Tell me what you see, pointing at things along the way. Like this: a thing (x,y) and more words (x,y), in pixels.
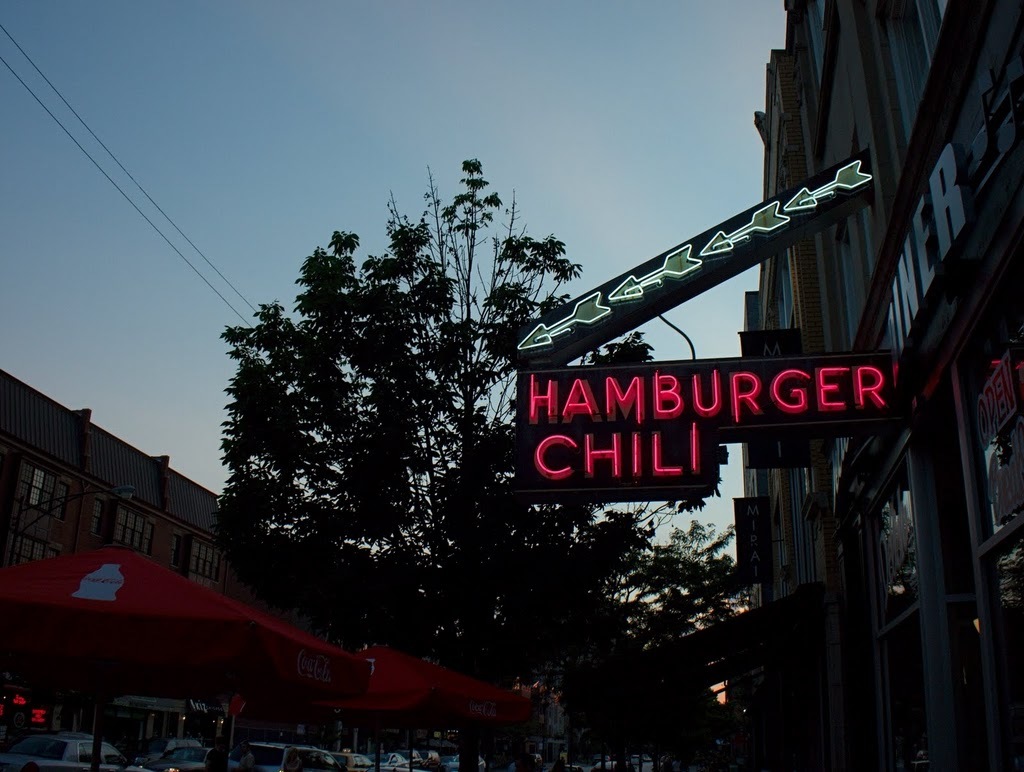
In this image on the right side (941,14) and left side (23,404) there are buildings (208,492), and on the right side (727,419) there are boards (675,370). On the boards (712,476) there is text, in the center (365,358) there are trees (538,578) and in the bottom left hand corner (96,706) there are tents (437,678) and some vehicles (320,755) and some objects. At the top (304,93) there is sky (265,180), and on the left side (220,273) there are some wires (45,107).
